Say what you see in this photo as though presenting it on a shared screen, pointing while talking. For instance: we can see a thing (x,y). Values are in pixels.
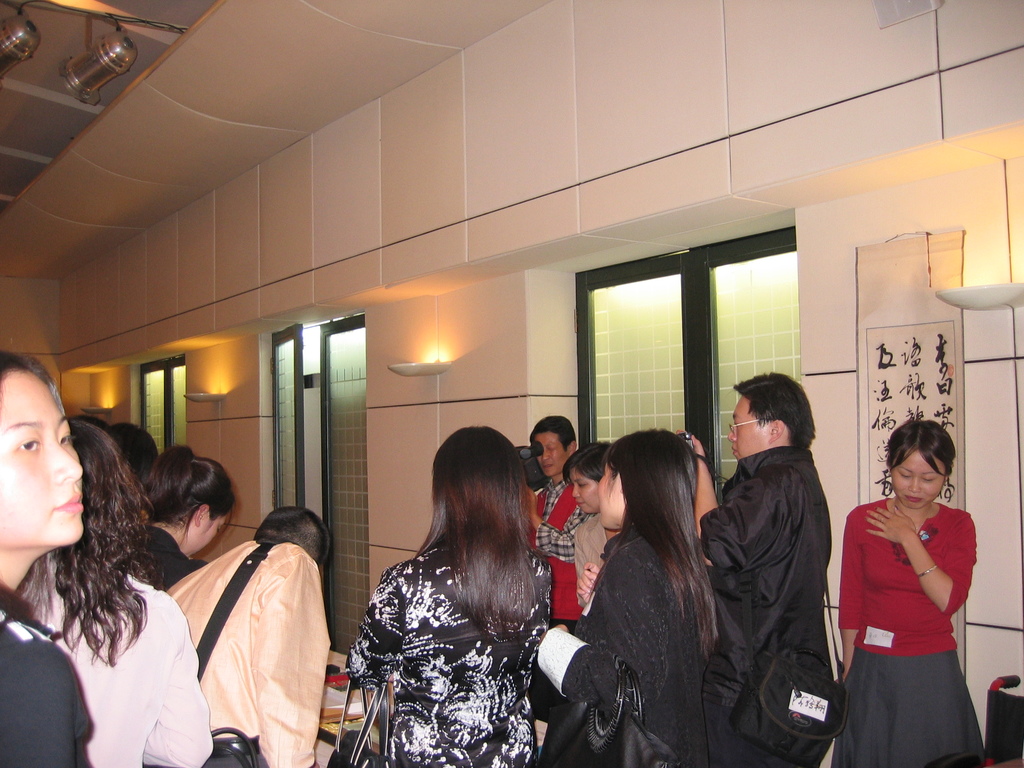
In this image we can see a group of people (201,462) are standing, in front here is the table (341,678), here is the window glass (633,366), here is the light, here is the door (341,455), here is the wall (501,58).
